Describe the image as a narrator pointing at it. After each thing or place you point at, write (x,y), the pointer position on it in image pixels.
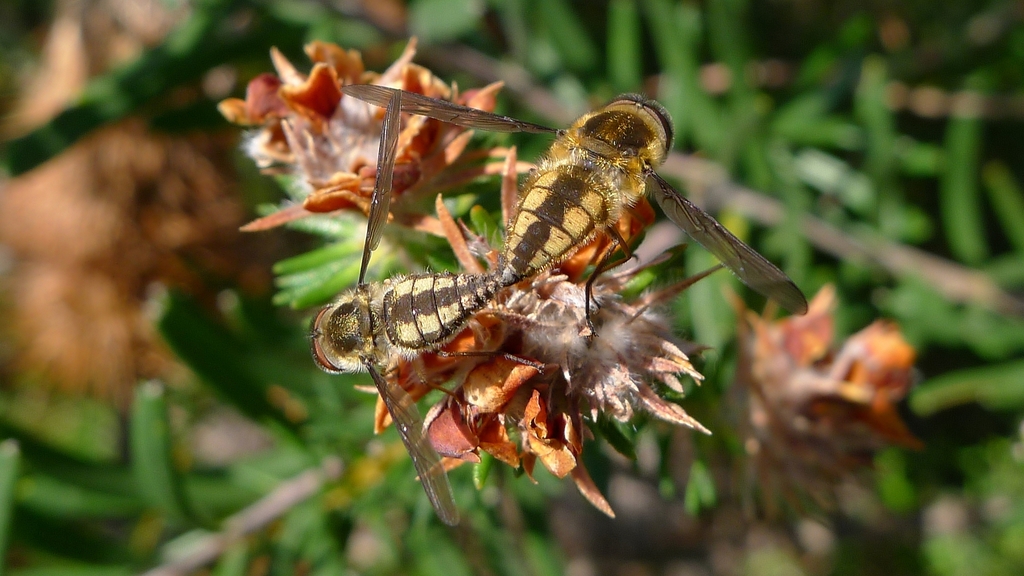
In this image, I can see two insects (434,287) on a flower (513,192). There is a blurred background (176,383).
